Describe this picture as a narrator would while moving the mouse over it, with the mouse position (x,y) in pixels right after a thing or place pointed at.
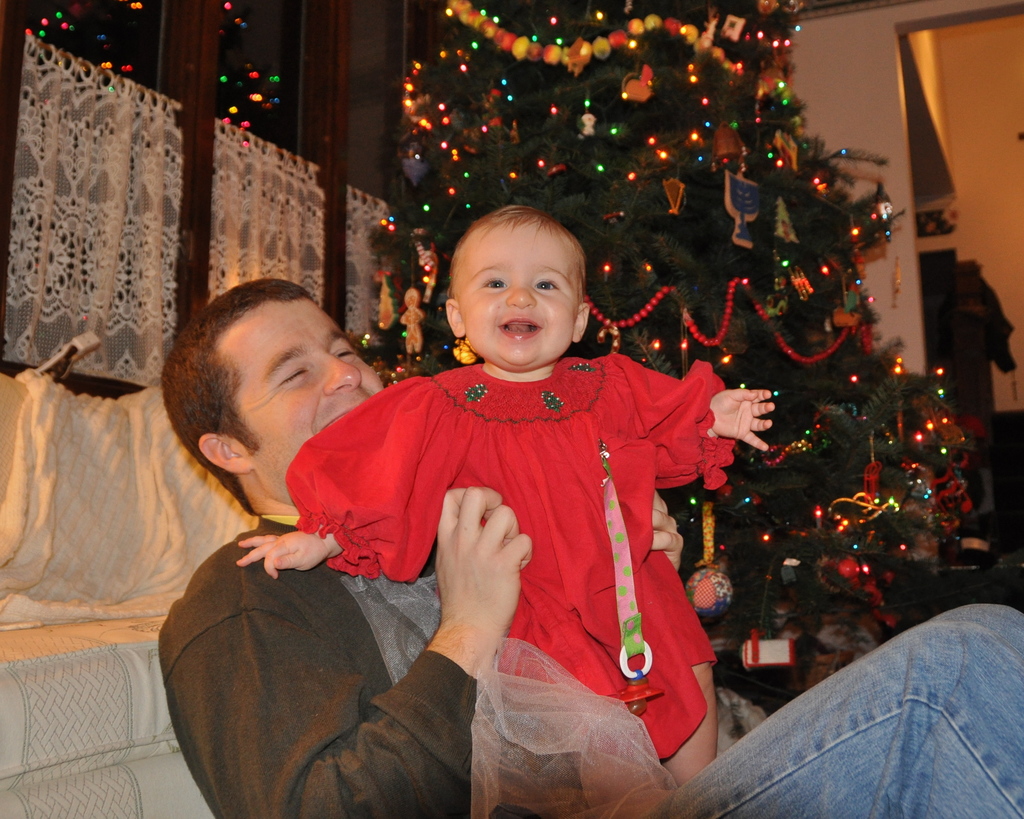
In this picture I can see a man (292,800) sitting and holding a baby (528,530) and I can see a tree (689,199) in the back (593,86) with few lights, color papers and few decorative balls (653,16) and I can see a glass window (371,162) on the left side (316,148) and it looks like a pillow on the left side (129,535).
